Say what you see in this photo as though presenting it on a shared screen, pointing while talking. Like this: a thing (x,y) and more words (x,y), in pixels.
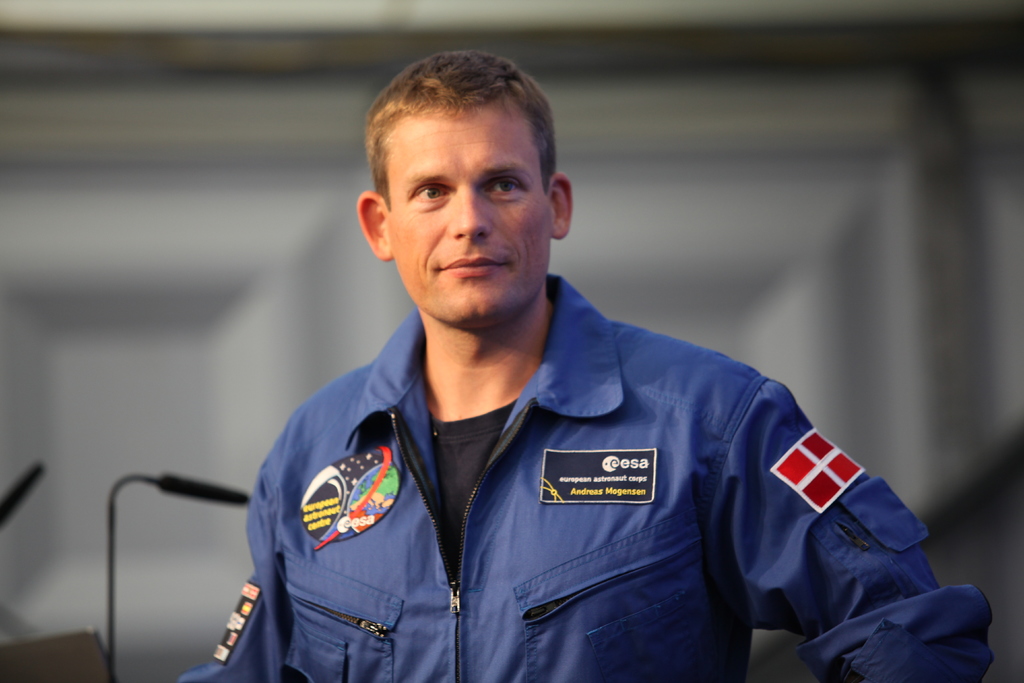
In this picture there is a man (585,315) in the center of the image (603,387), it seems to be there are mics (27,486) and a door (283,353) in the background area of the image (291,371).
